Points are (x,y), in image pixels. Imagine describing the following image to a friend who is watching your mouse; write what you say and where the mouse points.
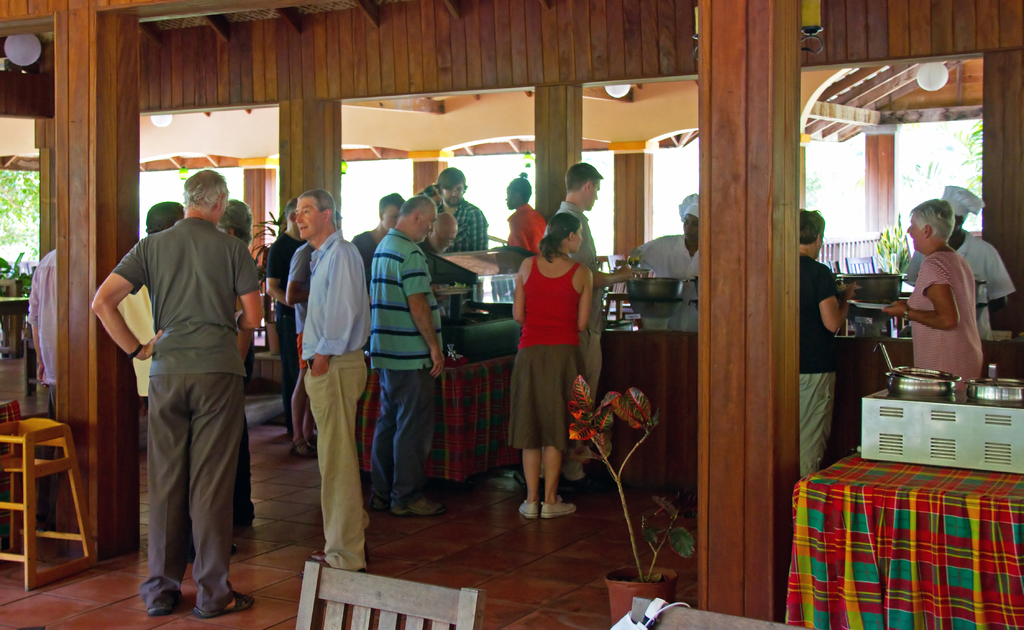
In this picture we can see a group of people (323,485) on the floor (277,481), here we can see a houseplant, bowls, stool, pillars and some objects (482,455) and in the background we can see trees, plants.
